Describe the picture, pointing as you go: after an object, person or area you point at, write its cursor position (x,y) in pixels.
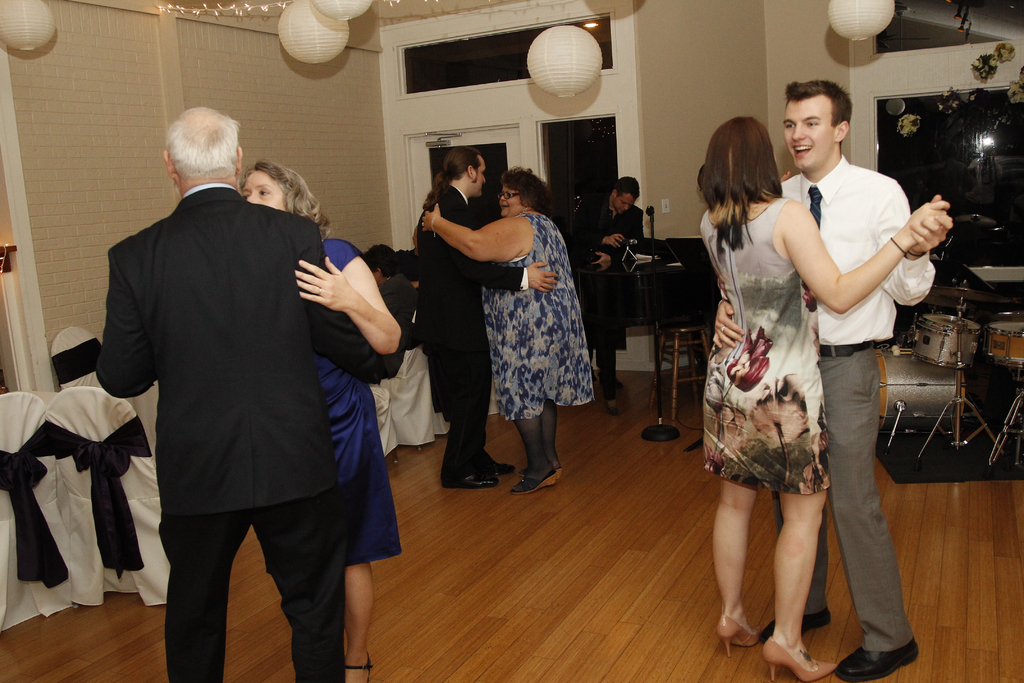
In the picture I can see men (227,489) and women (807,222) holding each other's hands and standing on the wooden floor (581,559). Here we can see chairs (385,428) on the left side of the image (19,544) and some musical instruments (917,409) on the right side of the image (941,291). In the background (844,31), we can see door (433,160), ceiling lights (43,31) and the glass windows (935,161).
